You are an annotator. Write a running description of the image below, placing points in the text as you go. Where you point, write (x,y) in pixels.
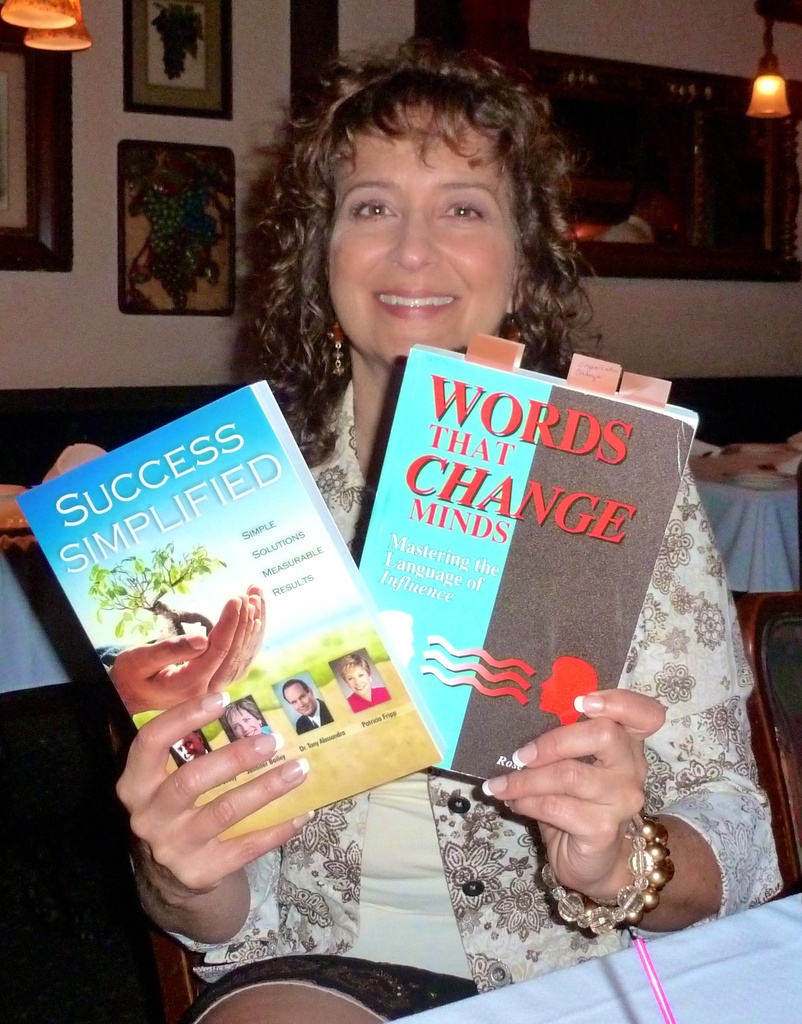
In this picture we can see a woman (440,243) sitting on a chair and holding books (284,445) with her hands (640,766) and smiling and in the background (52,667) we can see tables (20,649) with some objects (789,461) on it, wall (17,372) with frames (161,60), lights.
